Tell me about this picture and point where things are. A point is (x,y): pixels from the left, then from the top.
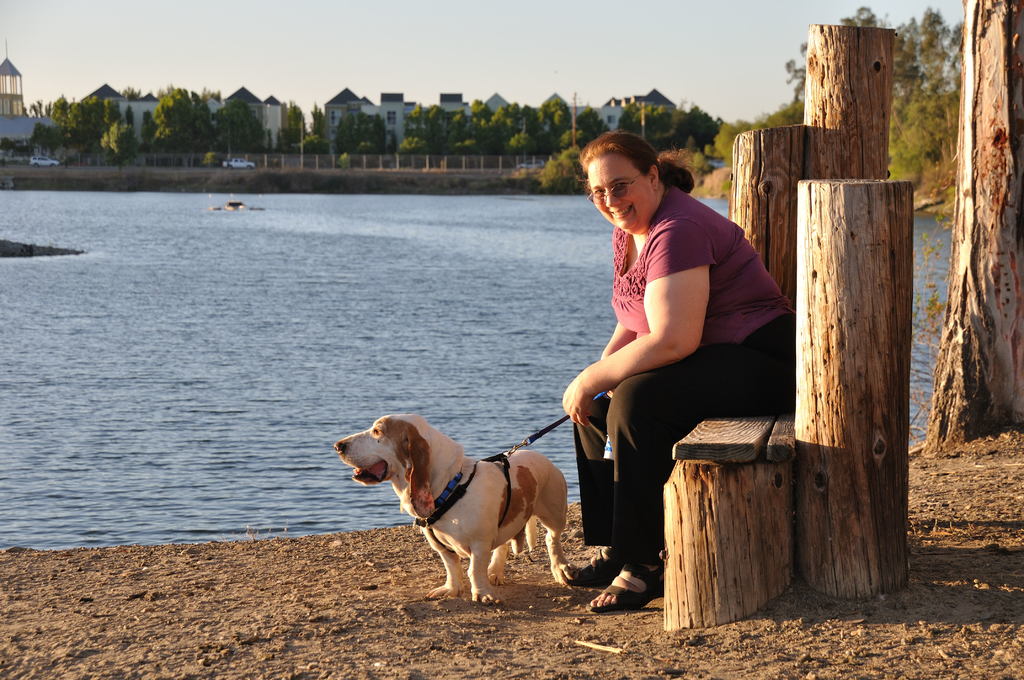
This is a freshwater river (348,288). Far there are trees (94,127) and buildings (143,118). This woman (617,270) is sitting on this stump (744,450). In-front of this woman (581,418) there is a dog (414,479).
